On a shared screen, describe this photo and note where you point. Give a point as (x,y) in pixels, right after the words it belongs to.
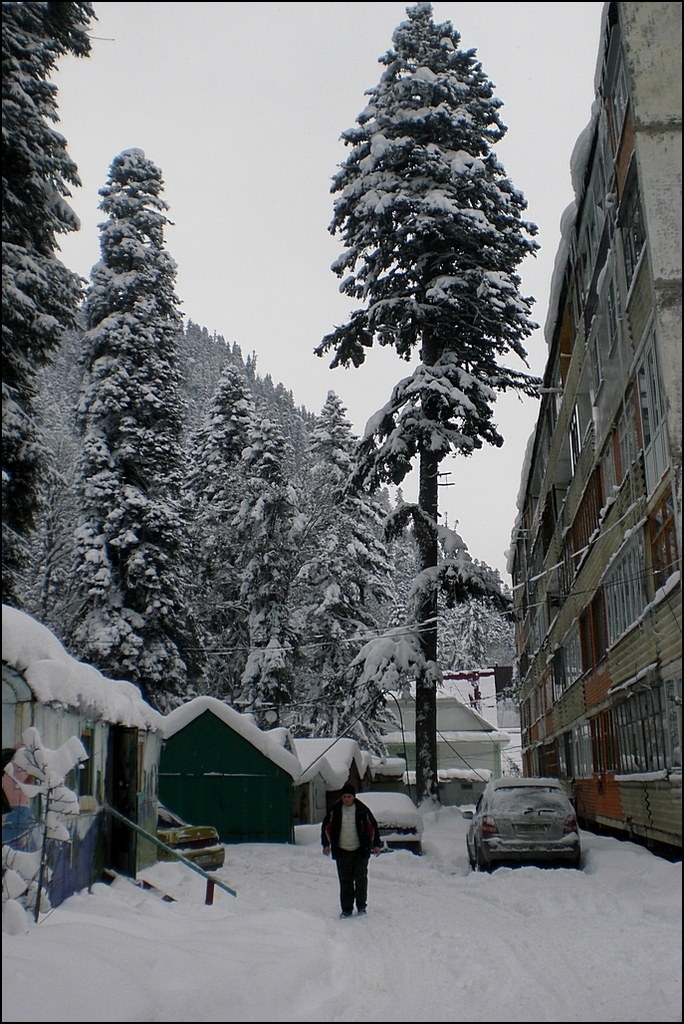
This picture is clicked outside. In the center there is a person (352,858) walking on the ground (367,936), the ground (416,962) is covered with a lot of snow (234,928). In the center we can see the two vehicles (536,815) and the houses (310,739). On the right (571,440) there is a building (655,399). In the background (247,72) there is a sky (301,261) and the trees (269,378).
